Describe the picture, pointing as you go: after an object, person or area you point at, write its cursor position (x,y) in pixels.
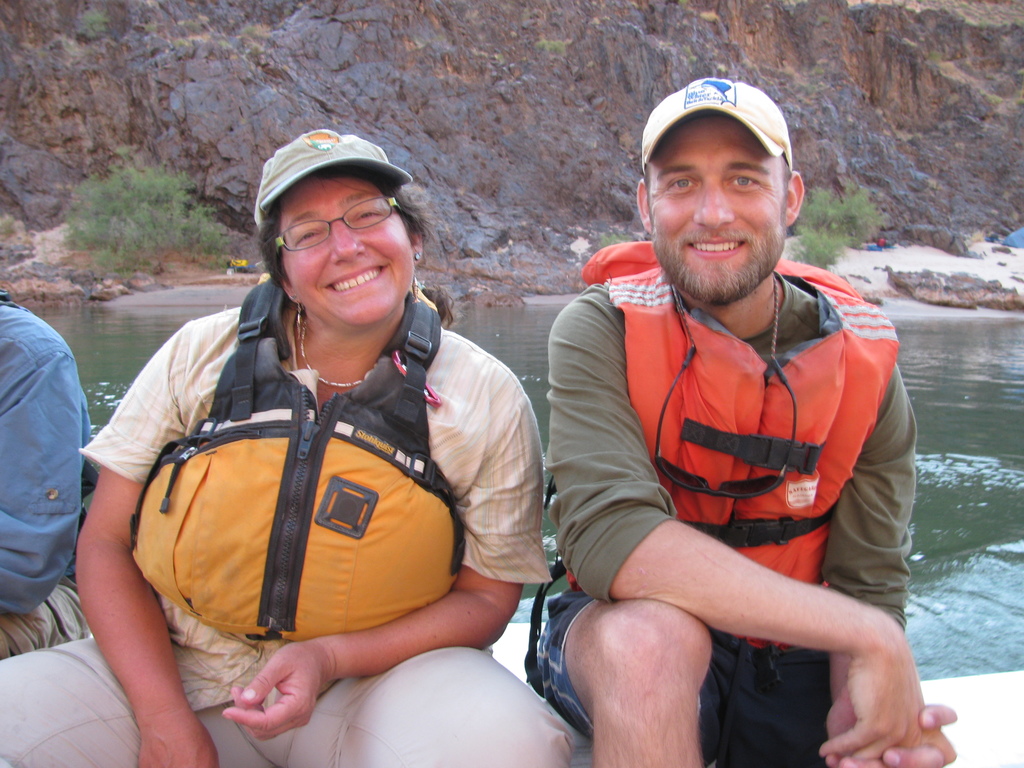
In this image in the foreground (533,469) there are two persons (406,469) sitting and they are wearing some costumes (472,457), and on the left side (41,434) there is another person (55,556). In the background (986,330) there is a lake (962,581) and mountains (386,108) and some plants (827,238), and sand (871,268).
